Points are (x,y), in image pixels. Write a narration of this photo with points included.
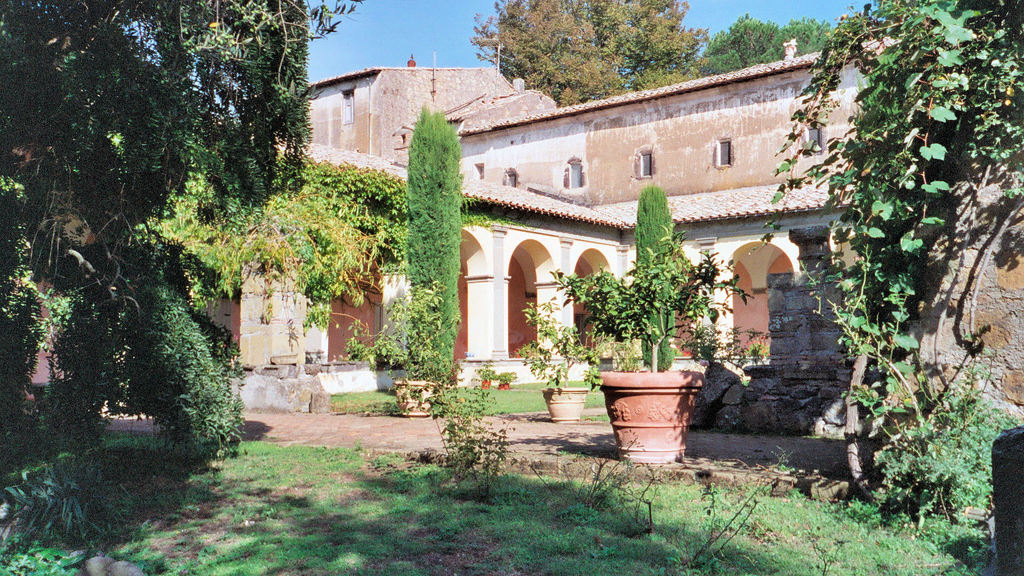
In this image there is a building (489,319), trees (53,266), plants (361,295), plant pots (673,401), grass (516,482) on the surface (771,532). In the background (429,55) there is the sky (429,55).
